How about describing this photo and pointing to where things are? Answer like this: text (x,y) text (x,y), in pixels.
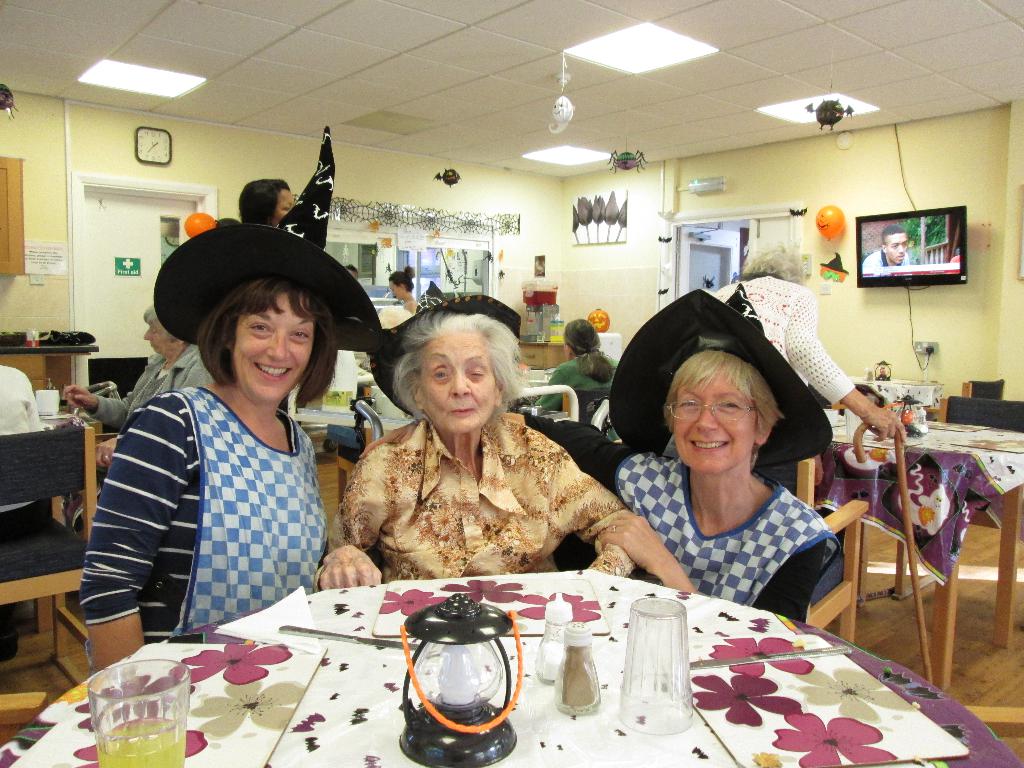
The picture is taken Inside the restaurant (91,299) there are multiple tables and some people (473,502) are sitting around a table (180,679), to the wall (875,337) in the right side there is a television (947,277) and some balloons (834,231) to the wall (890,339), in the background (149,140) there is a clock (136,144), the first aid room (147,206) and a cream color wall (36,160).
